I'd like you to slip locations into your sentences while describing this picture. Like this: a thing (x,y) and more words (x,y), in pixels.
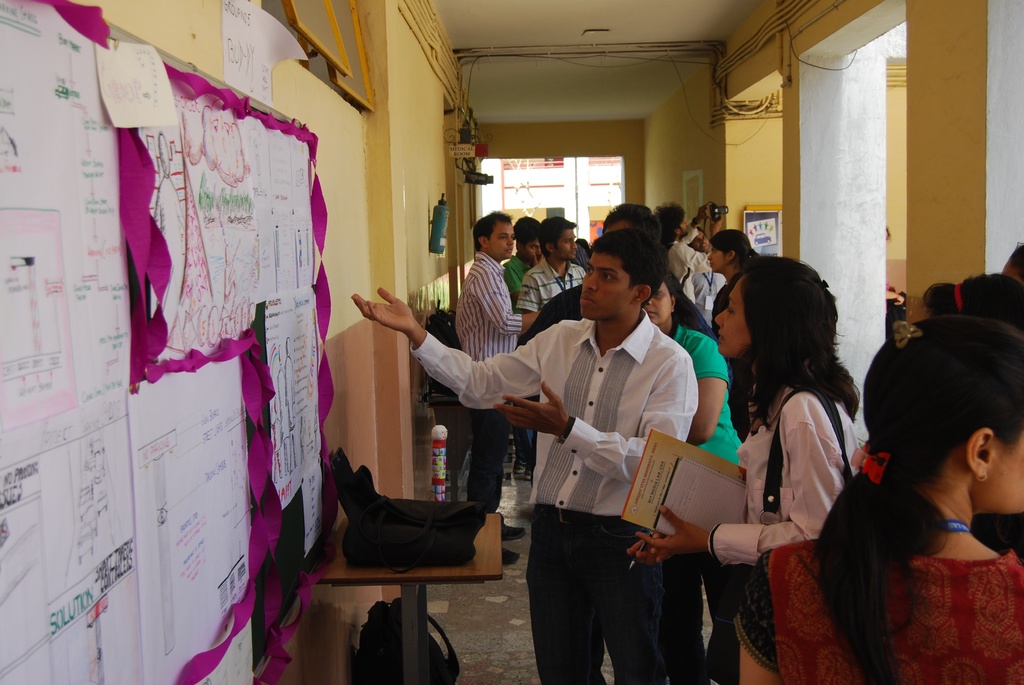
In the image on the right side (774,554) there are many people (770,557) standing. Behind them there are pillars (791,226). And also there is a wall (698,140) with posters (761,225), tubes (720,113) and some other things (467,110). On the left side of the image (315,116) there is a wall (406,210). On the wall (421,198) there is a notice board (144,293) with papers (209,306). And also on the wall (354,115) there is a fire extinguisher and some other things (316,19). In front of the wall (444,123) there is a table (424,572) with a bag (372,552). Beside the table (405,617) there is a bag (397,628). In the background (575,181) there is a building (528,181).
